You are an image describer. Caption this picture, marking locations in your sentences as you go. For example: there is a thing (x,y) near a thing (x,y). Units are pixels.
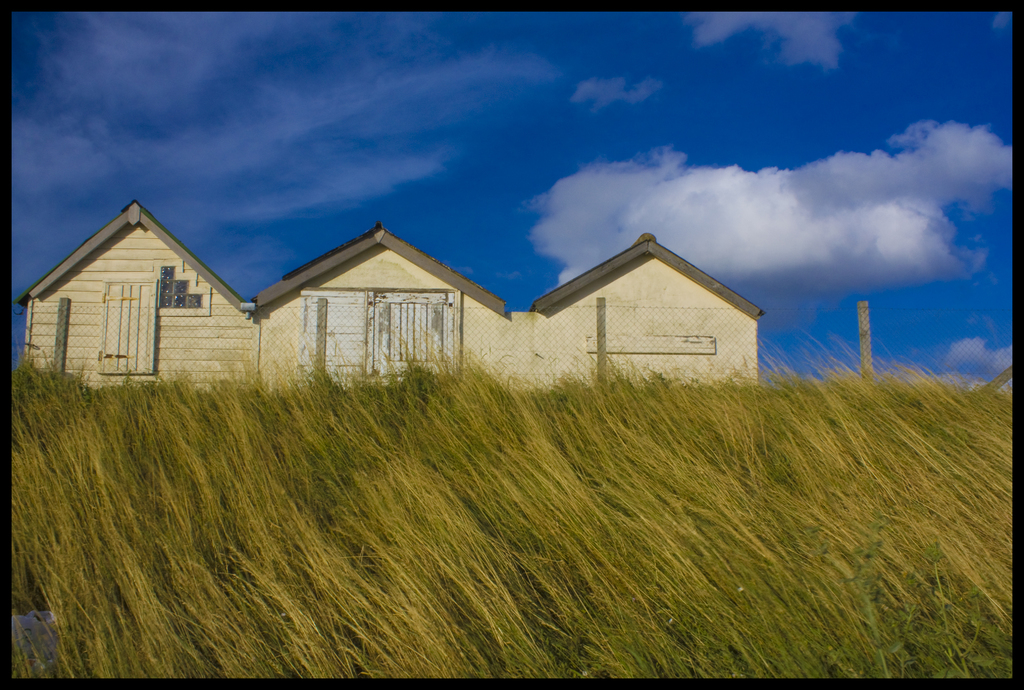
In this image we can see some houses (681,311) with roof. We can also see some wooden poles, a metal fence (895,340) and the sky (514,220) which looks cloudy.
